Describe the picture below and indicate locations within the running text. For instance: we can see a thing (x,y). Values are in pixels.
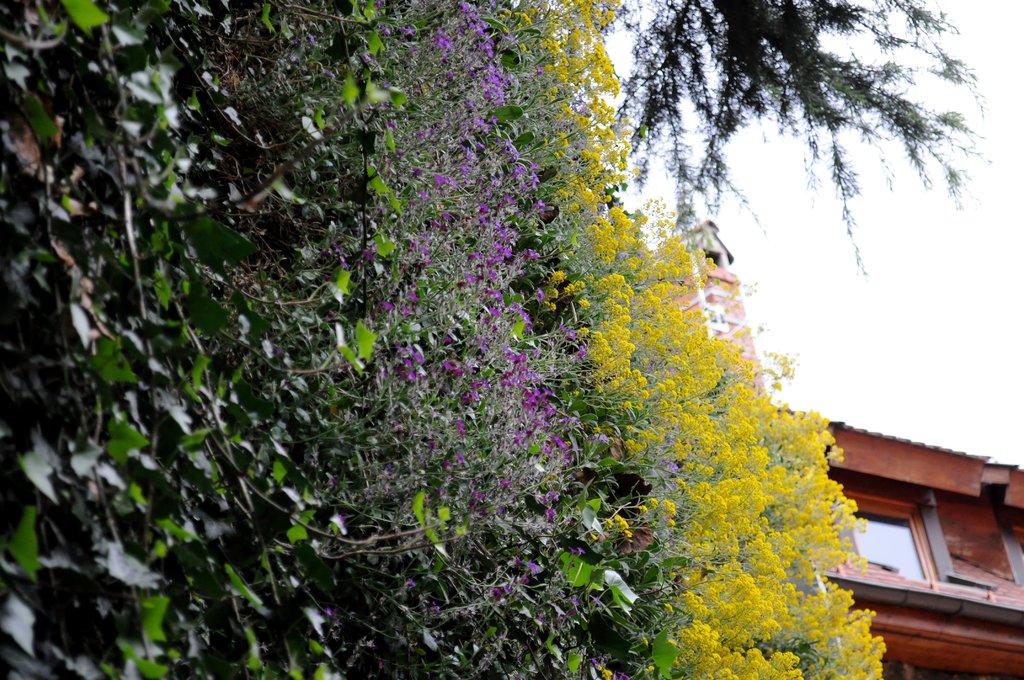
In this image on the left side (327,264) there are flowers (695,349) and there are plants (153,348). On the right side (874,460) there is a building (922,536).
